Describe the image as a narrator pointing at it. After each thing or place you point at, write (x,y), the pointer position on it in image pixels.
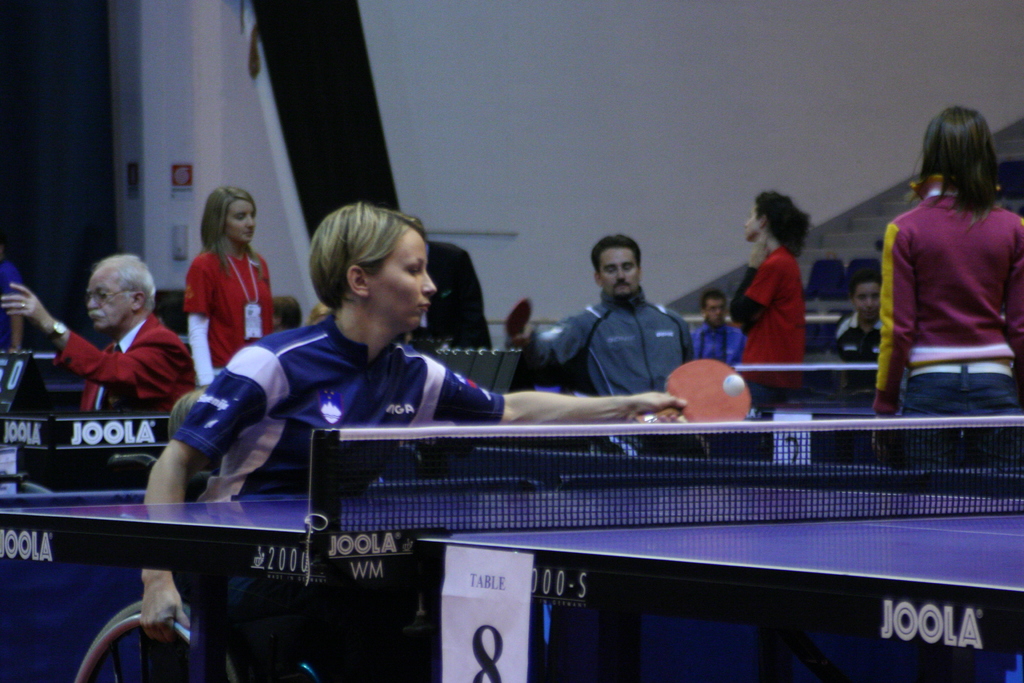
At the bottom of the image (965,619) there is a table tennis table (1013,534). Behind the table (999,519) few people (664,352) are sitting and playing and few people (551,349) are standing and watching. At the top of the image (722,157) there is wall (883,127) and there are some chairs (813,282).
